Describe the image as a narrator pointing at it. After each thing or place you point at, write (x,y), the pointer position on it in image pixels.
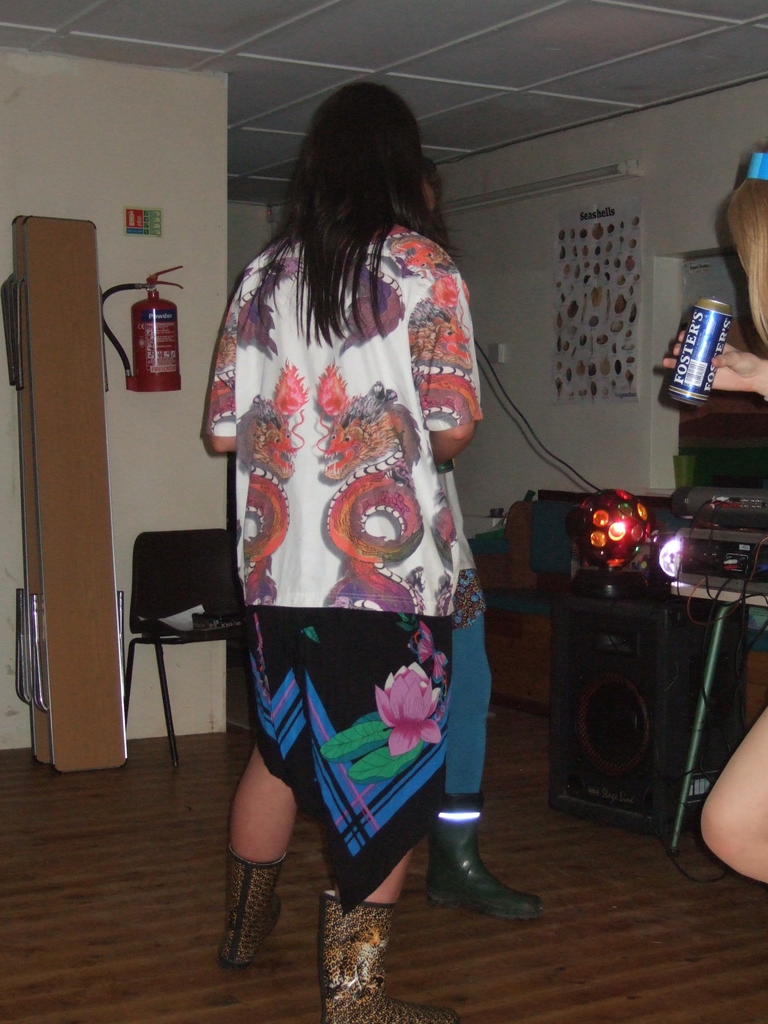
In this picture a woman (291,364) wearing designer clothes (360,476) is standing in the center of the image (398,629). To the right side (727,770) a girl (727,798) is holding a tin (686,344) which is named as FOSTERS.
